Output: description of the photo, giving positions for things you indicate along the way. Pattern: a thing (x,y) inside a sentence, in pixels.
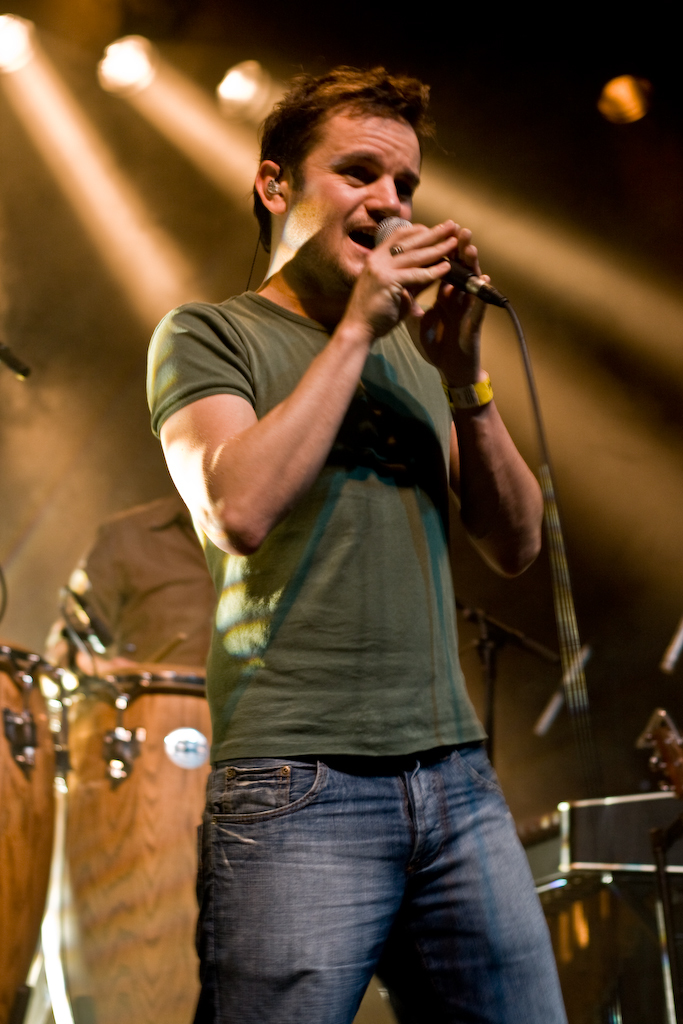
This image is taken in a concert. In the background (105,99) there are few lights (118,62) and a person (136,605) is standing and he is playing drums (104,736). There are a few musical instruments (104,750). In the middle of the image (379,400) a man (387,459) is standing and he is holding a mic (452,270) in his hands (421,272). He is singing.
